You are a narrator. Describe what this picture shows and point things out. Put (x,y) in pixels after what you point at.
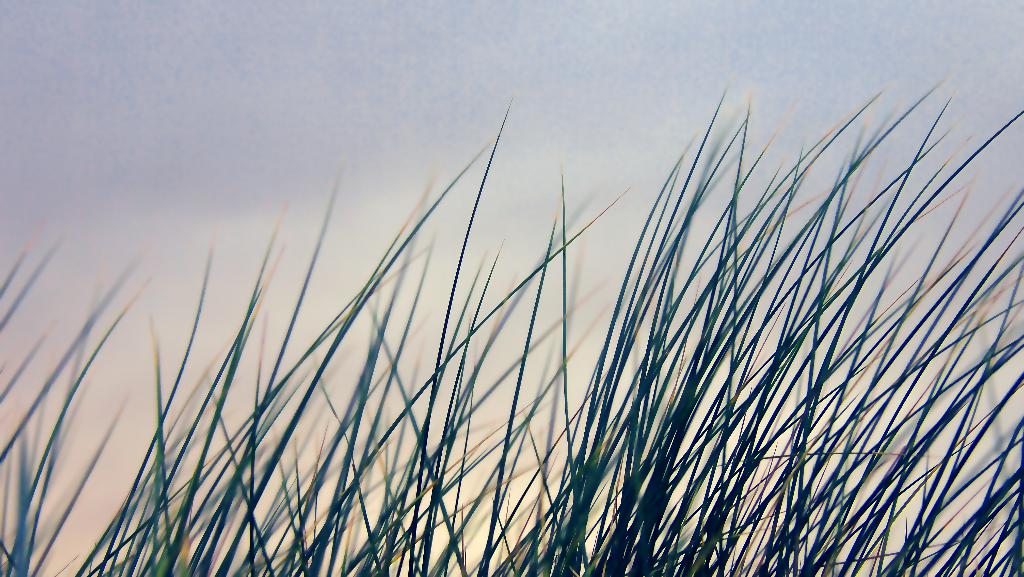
In this image I can see there is a grass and a sky (345,122).
